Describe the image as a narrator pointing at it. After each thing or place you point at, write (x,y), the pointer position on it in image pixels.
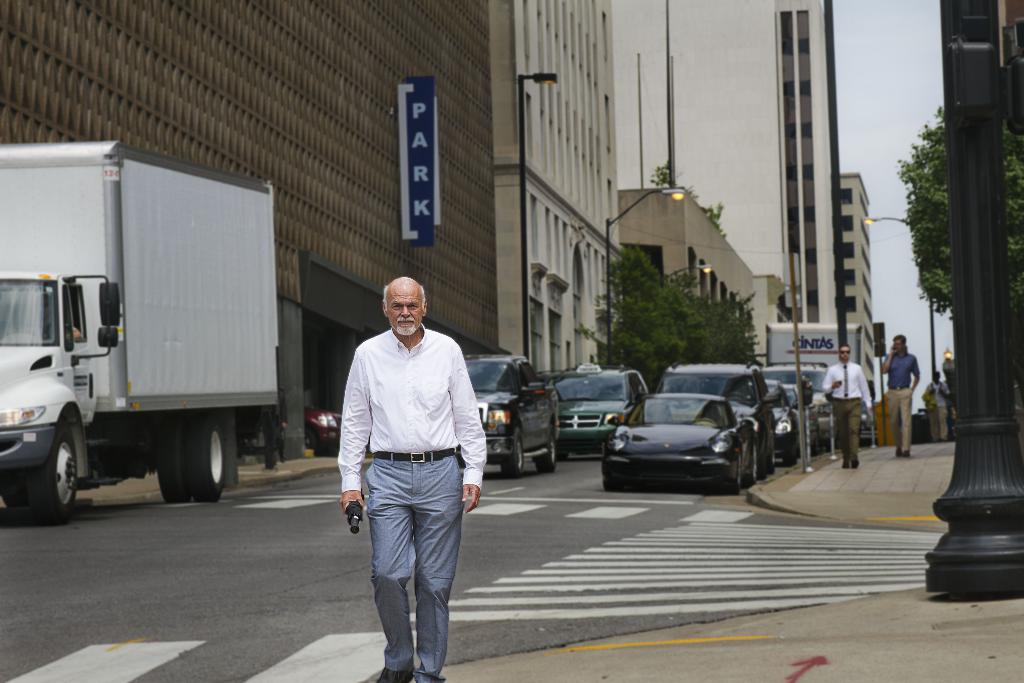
In this image I can see a person (392,419) wearing white and grey colored dress (410,529) is standing and holding a black colored object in his hand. I can see the road (215,551), few vehicles (312,430) on the road (213,577), few persons (894,357) standing on the side walk (860,467), a black colored pole (961,223), few trees (620,345), few buildings (701,137) and in the background (884,113) I can see the sky (877,200).
